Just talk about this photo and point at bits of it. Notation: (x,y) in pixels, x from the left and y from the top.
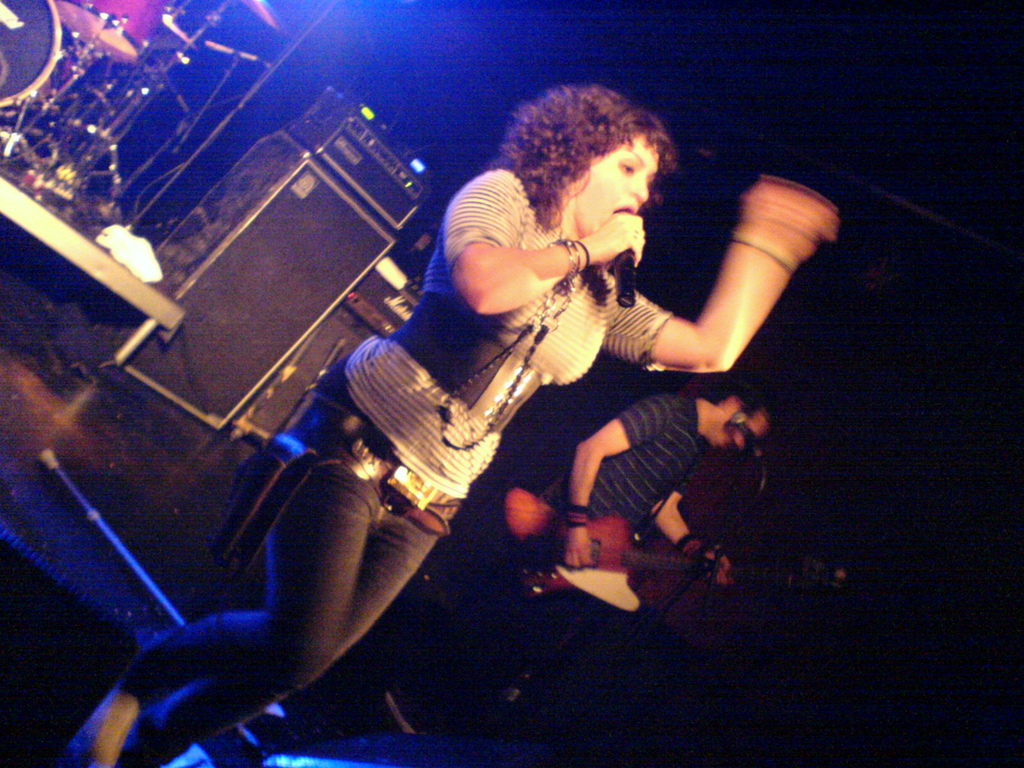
This picture shows a woman (391,477) singing holding a mic (627,269) in her hand (606,244). Beside her there is a guy (637,473) playing the guitar (612,554) in front of a microphone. In the background (334,257), there are some speakers (319,230) and drums (117,102) here.
